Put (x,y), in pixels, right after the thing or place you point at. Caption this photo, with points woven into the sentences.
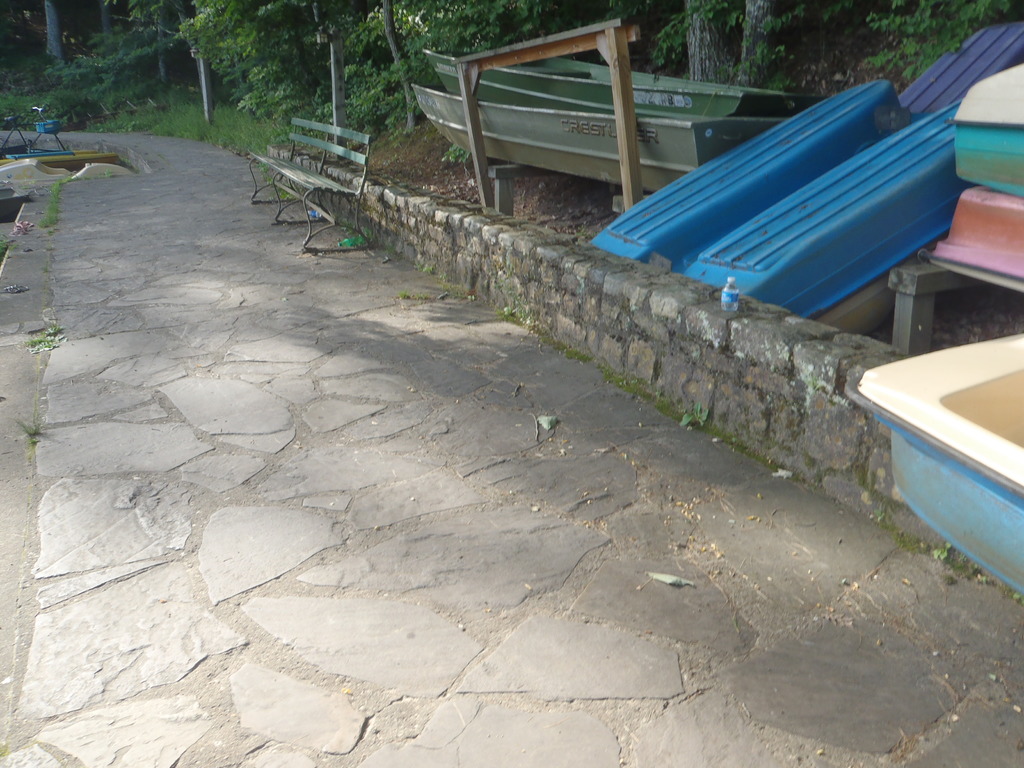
In the picture I can see boats (690,256) and benches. In the background (238,134) I can see the grass (251,120) and trees (231,52).
